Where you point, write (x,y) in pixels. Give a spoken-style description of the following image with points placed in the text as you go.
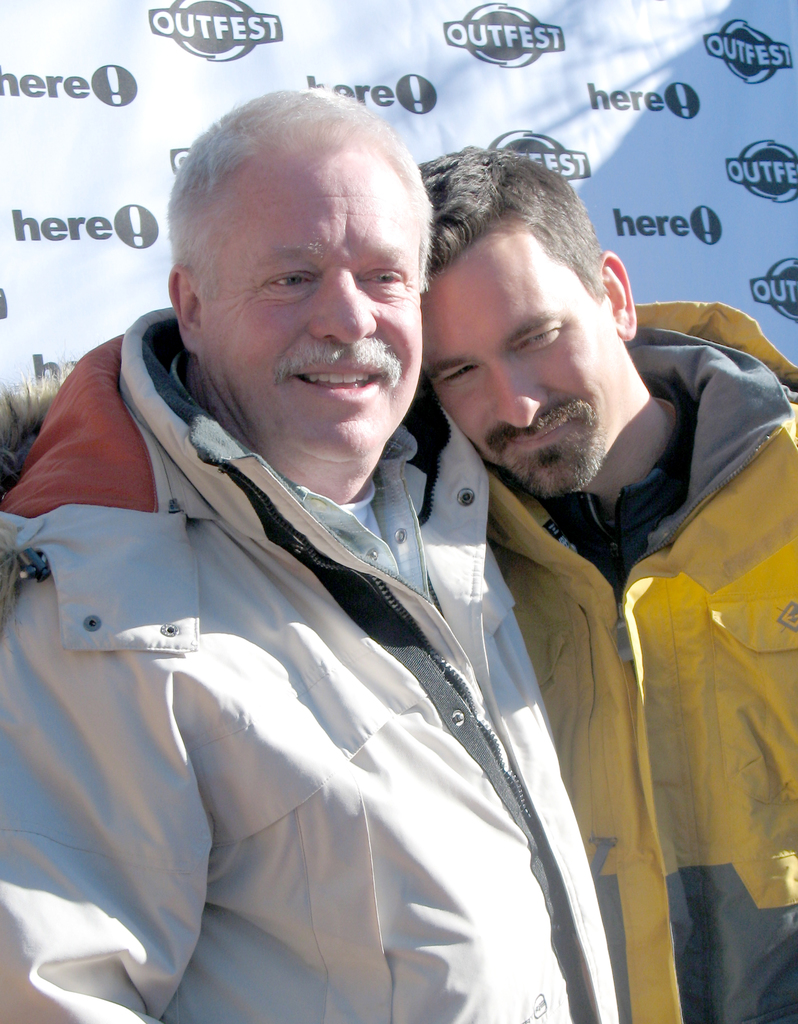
In this picture we can see there are two men (374,733) in the jackets (406,702). Behind the men (348,393), it looks like a banner (152,145).
